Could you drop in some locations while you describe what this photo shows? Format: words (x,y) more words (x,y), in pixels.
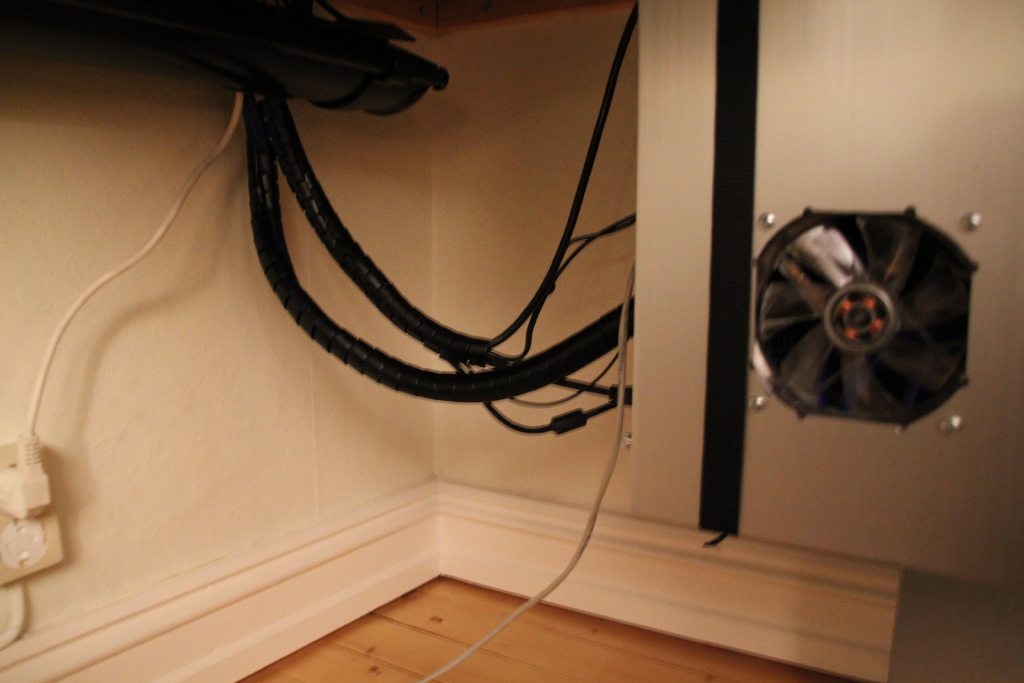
In this picture there is a small fan (813,312) in the right corner (840,334) and there are few cables (524,365) beside it.
